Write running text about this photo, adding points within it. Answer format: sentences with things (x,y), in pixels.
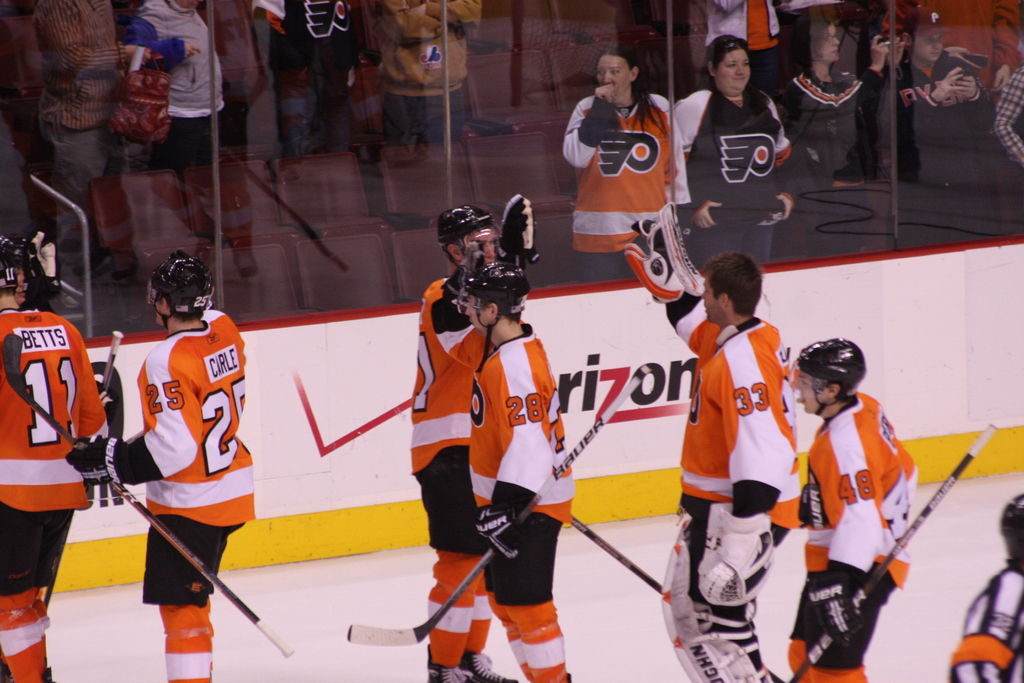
In the image I can see some people (749,404) wearing same dress (743,454), among them some are wearing the helmets (496,265) and to the side there is a poster (853,284) and a glass mirror (697,64) from which we can see some people (351,53).
